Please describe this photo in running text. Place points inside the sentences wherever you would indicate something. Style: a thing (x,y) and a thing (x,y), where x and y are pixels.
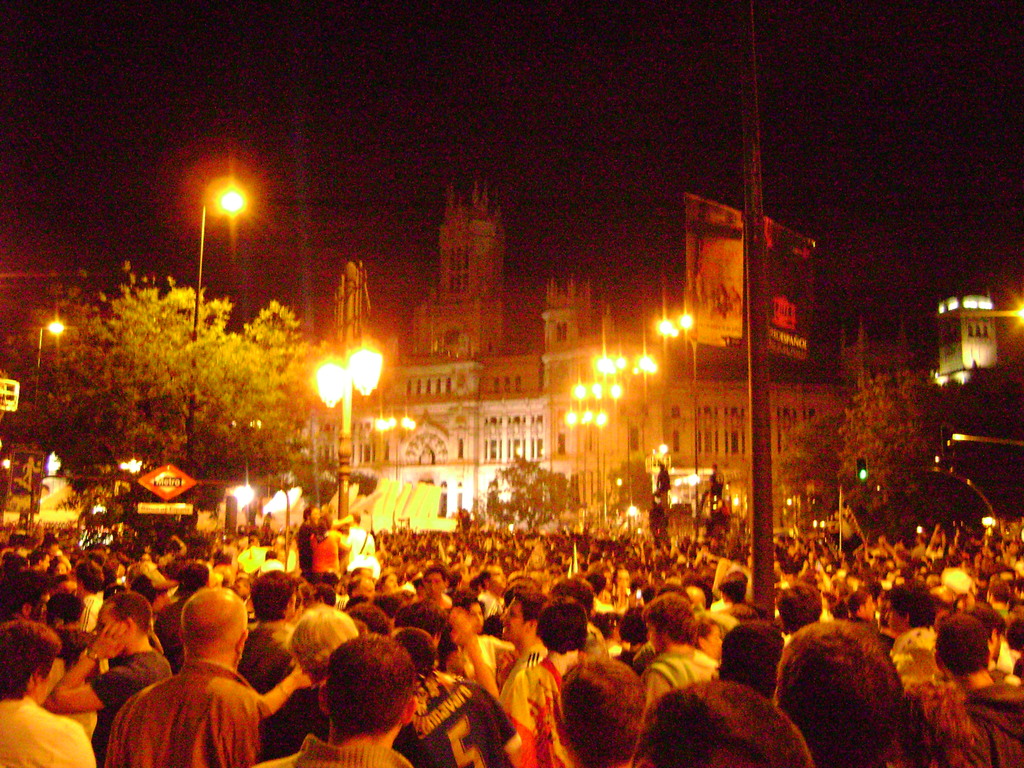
In the foreground of this picture (729,657), there is the crowd (322,710). In the background (747,321), there are poles (762,403), trees (241,378), buildings (607,390), lights (648,363) and the dark sky (383,77).
